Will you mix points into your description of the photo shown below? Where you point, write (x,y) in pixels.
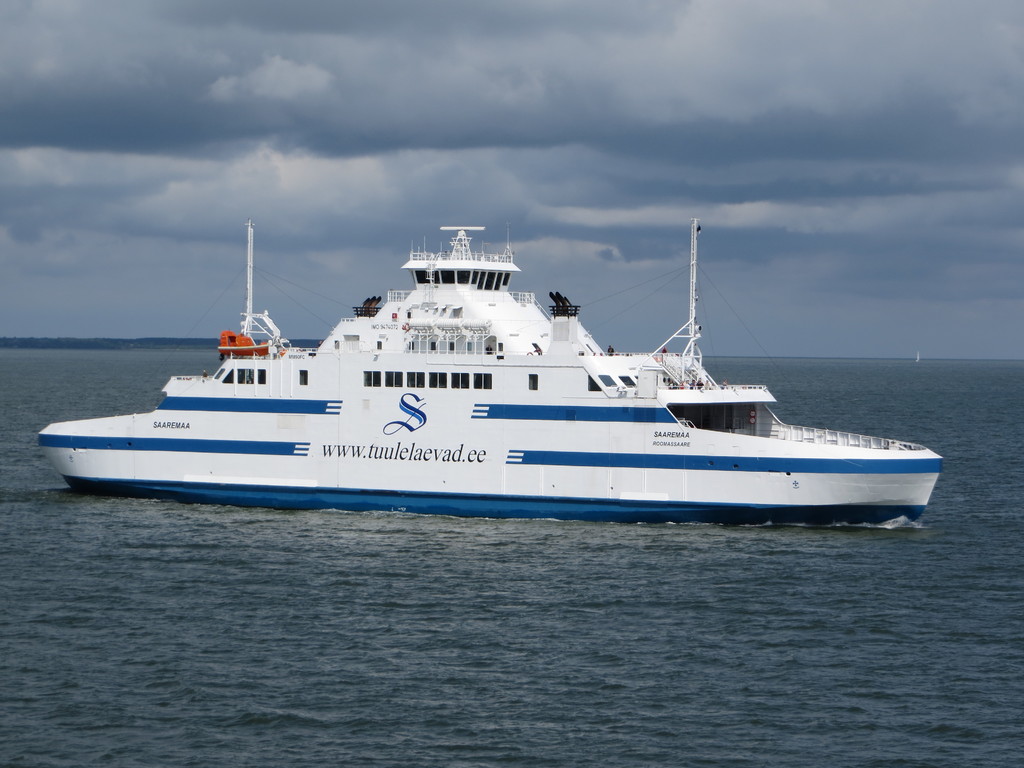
In this image I can see a blue and white color ship (563,462). I can see water (588,611). The sky (648,194) is in blue and white color.
